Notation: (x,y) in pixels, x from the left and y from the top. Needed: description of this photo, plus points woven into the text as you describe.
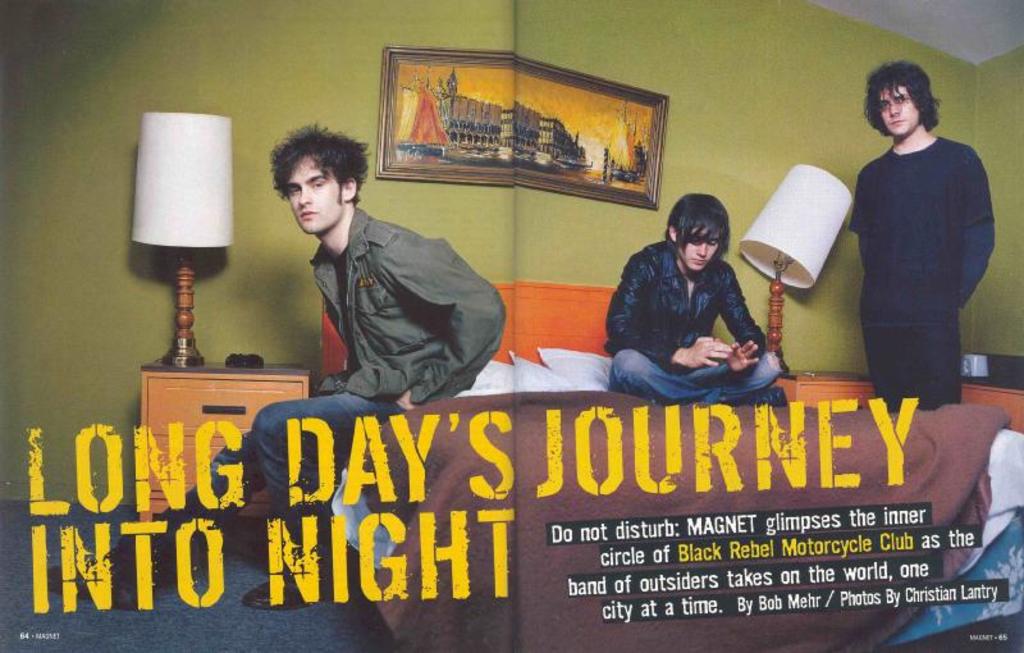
In this image we can see the picture of two men (743,331) sitting on a bed (571,551). We can also see the lamps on the cupboards (997,393), a photo frame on a wall (990,344) and a person (960,221) standing. On the bottom of the image (709,545) we can see some text (440,550).
